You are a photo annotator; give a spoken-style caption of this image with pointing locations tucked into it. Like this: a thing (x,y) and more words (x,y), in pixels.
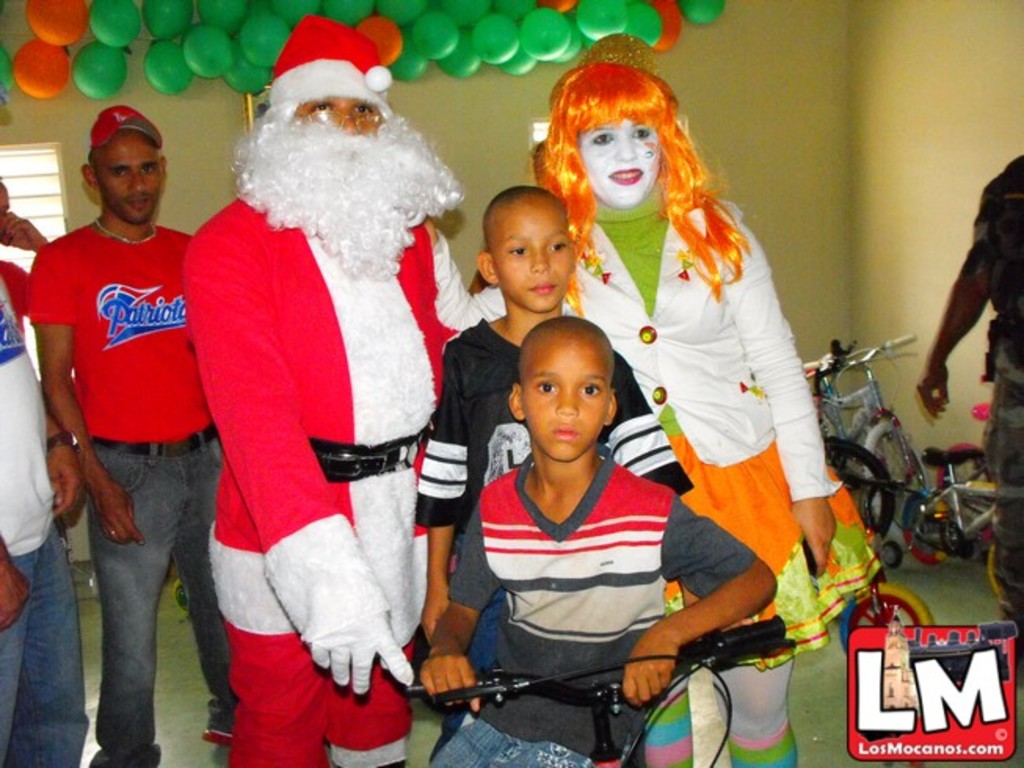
In this picture there is a Santa Claus (428,243). Beside him there are two boys (491,358) who are standing near to the bicycle (596,742). Beside them I can see the woman (735,418) who is wearing green t-shirt (630,251), white blazer (730,383), skirt (745,486) and socks (731,717). Behind them I can see many bicycle (943,459) which are placed near to the wall (876,257). on the left (171,47) I can see the green and orange color balloons (536,46) which are placed on the wall (497,87). On the left (141,765) there is a man (115,270) who is standing on the floor (96,666). Beside him there are two persons (18,293). On the right (964,295) there is a man (976,228) who is standing near to the bicycles (946,496). In the bottom right corner (967,691) there is a watermark (939,658).
